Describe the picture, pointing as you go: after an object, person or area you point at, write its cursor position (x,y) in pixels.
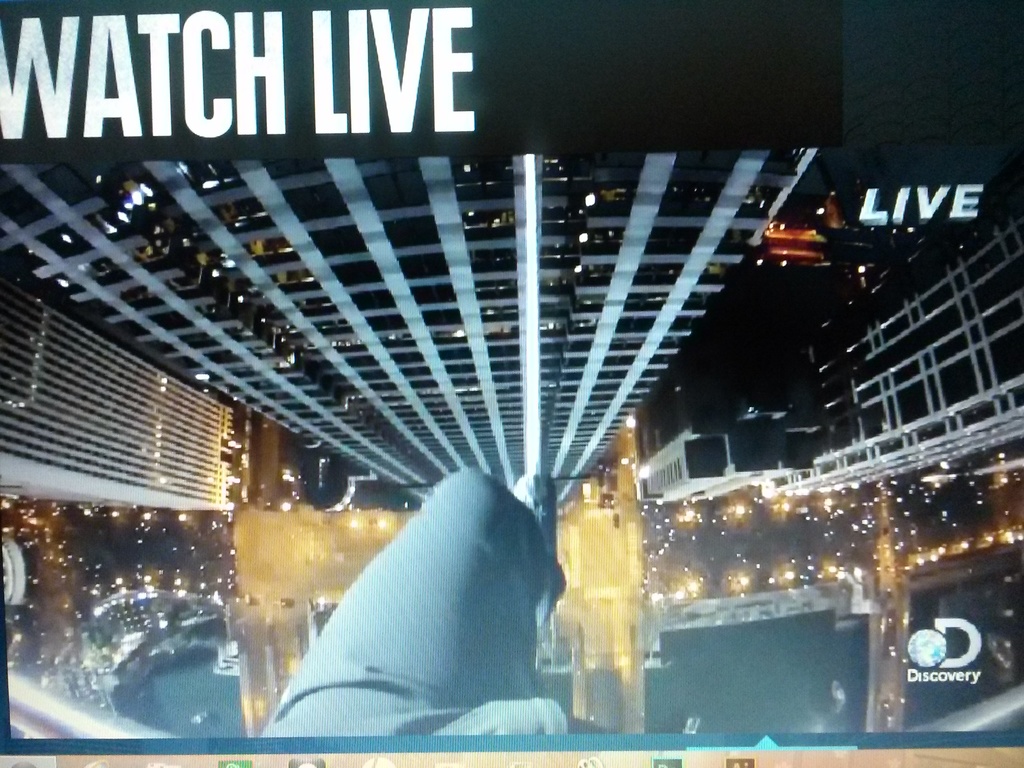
This picture shows a screen (331,324) and we see text (67,62) on it.
